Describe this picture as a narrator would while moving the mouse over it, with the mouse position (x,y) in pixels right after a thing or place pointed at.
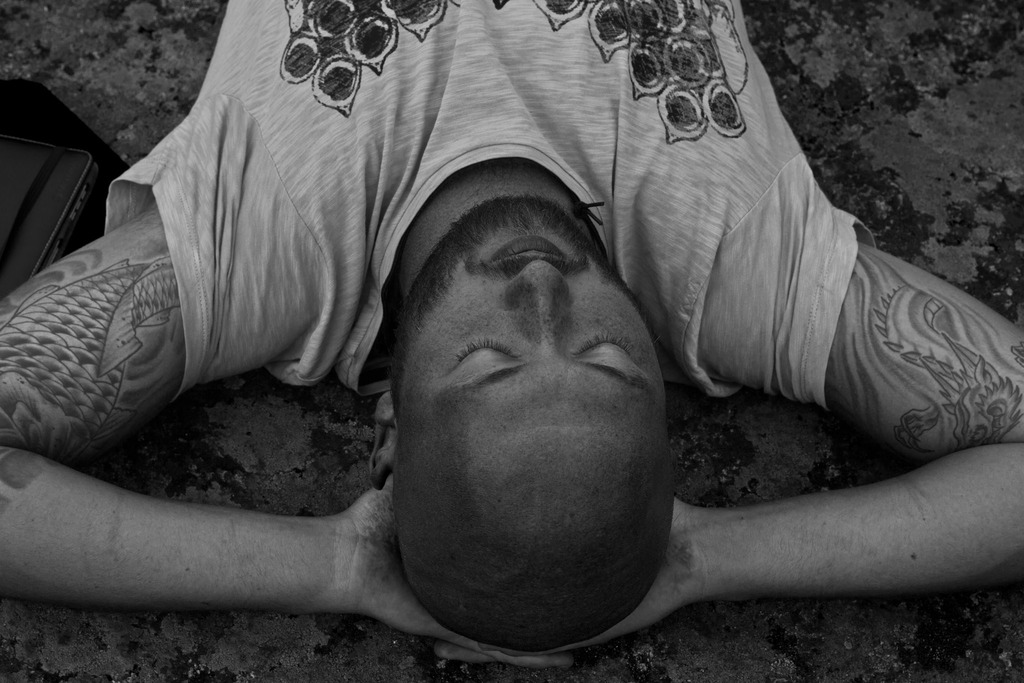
This image is a black and white image. At the bottom of the image (746,658) there is a floor (820,102). In the middle of the image (651,366) a man (491,77) is lying on the floor (820,102). In the middle of the image (404,269) a man (444,205) is lying on the floor (693,485). On the left side of the image (66,183) there is a bag (19,196) on the floor (33,664).
